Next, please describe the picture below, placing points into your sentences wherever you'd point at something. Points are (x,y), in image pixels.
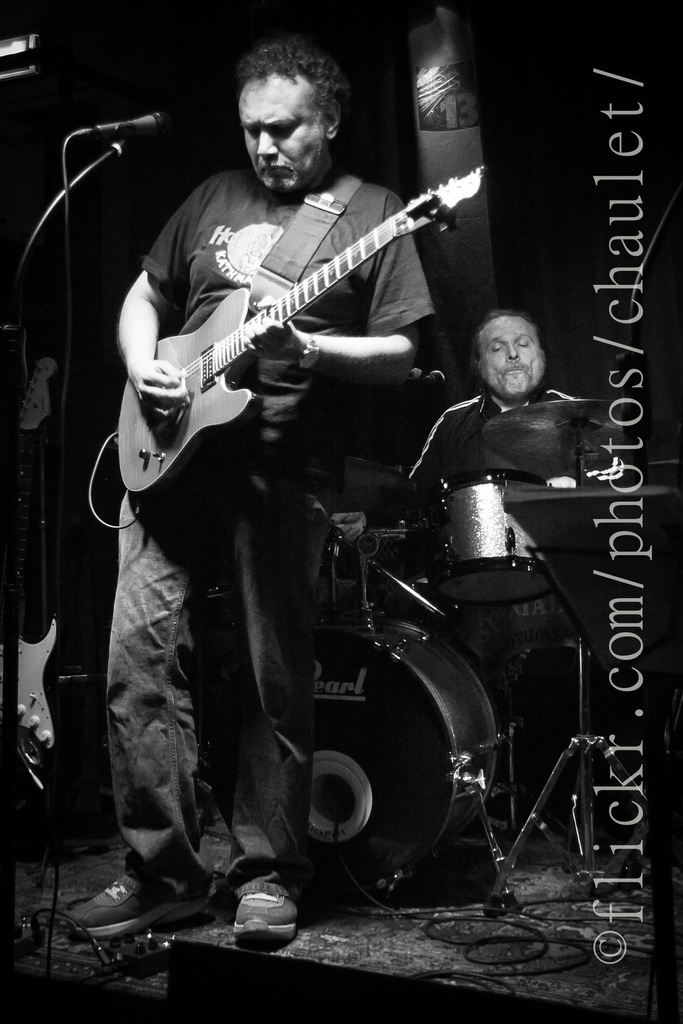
There is a man (218,479) standing on the stage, playing a guitar (192,365) in his hands (185,382) in front of a microphone (110,136) and a stand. In the background (476,415) there is a man (509,377) playing drums (483,531) here.
